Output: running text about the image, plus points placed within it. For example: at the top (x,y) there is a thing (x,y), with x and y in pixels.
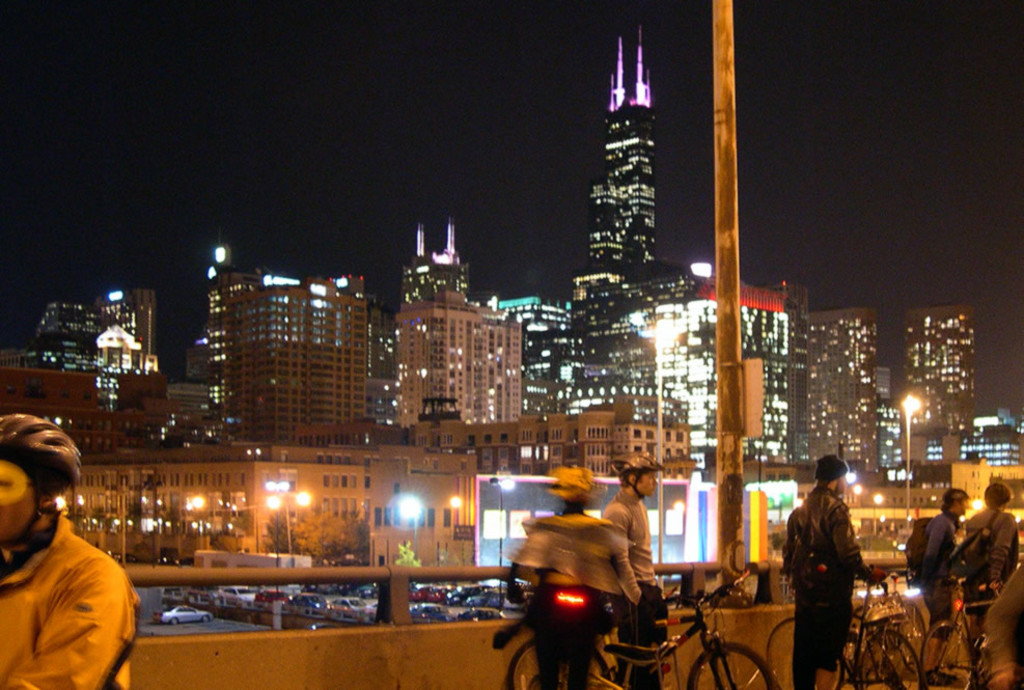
At the bottom of the image (74,601) there are few people (121,575) standing and there are helmets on their head (995,493). And also there are few bicycles (711,633). Behind them there is a small wall (389,627) with pole (726,387). Behind the wall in the background (712,429) there are buildings (576,357) with lights (517,532) and there are poles (905,411) with lights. On the ground (245,629) there are few vehicles (193,610). At the top of the image (561,93) it is dark in color.
